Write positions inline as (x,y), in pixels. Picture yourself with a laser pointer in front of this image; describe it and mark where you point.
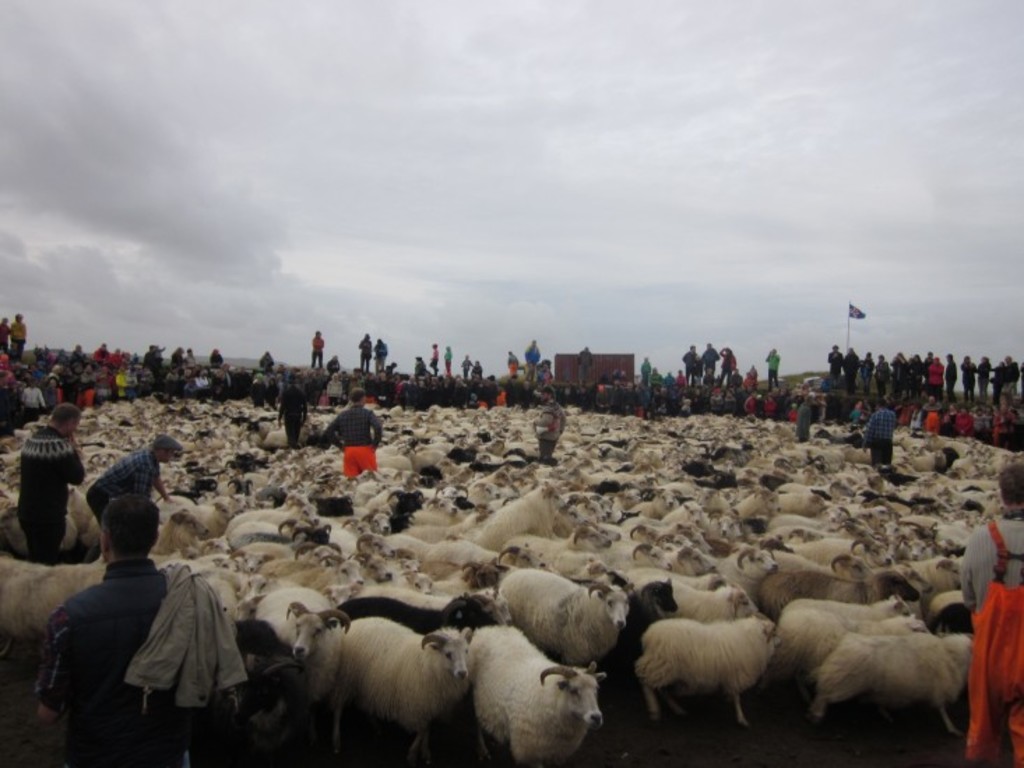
In this picture there are people (516,385) and we can see sheep (212,434). In the background of the image (856,286) we can see flag pole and sky (434,144) with clouds (213,294).
